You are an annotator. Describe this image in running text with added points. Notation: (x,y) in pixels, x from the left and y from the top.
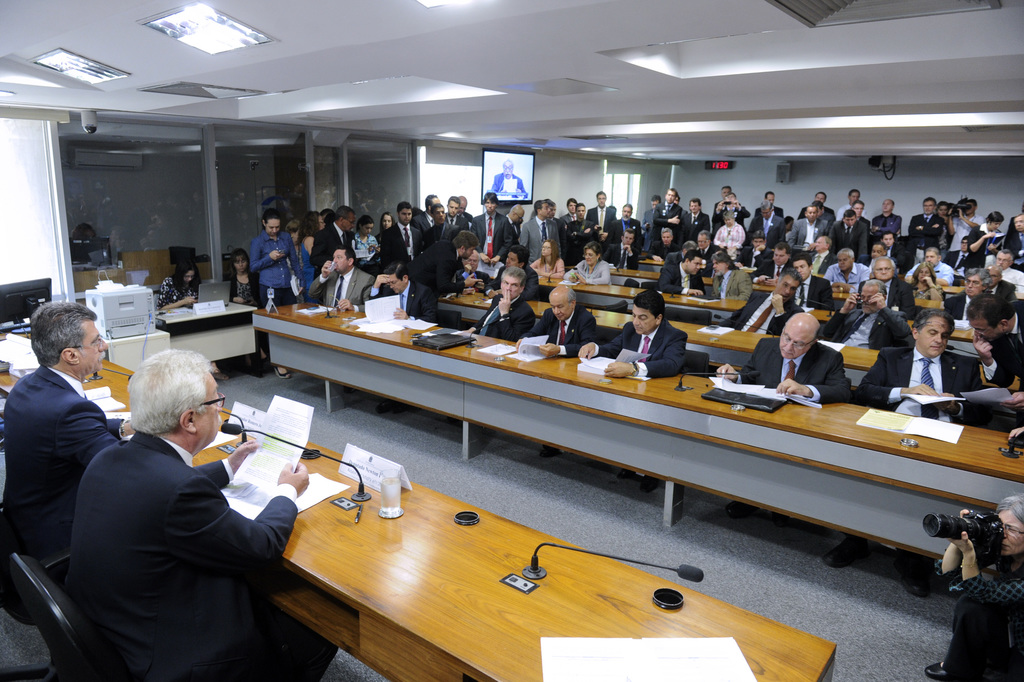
In the picture I can see a group of people (623,247). I can see a few of them (588,276) sitting on the chairs (625,312) and a few of them (596,216) standing on the floor (392,420). I can see the wooden tables (566,632) and chairs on the floor (436,456). I can see the files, papers (765,397) and microphones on the table (550,536). I can see a woman (949,568) on the bottom right side (992,637) and she is holding the camera (985,521). I can see a television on the wall (487,147). There is a lighting arrangement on the roof (511,30). I can see a computer (10,314) on the table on the left side (14,287). I can see the glass windows (285,152) and there is a woman (185,269) sitting on the chair (175,261) and working on a laptop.
